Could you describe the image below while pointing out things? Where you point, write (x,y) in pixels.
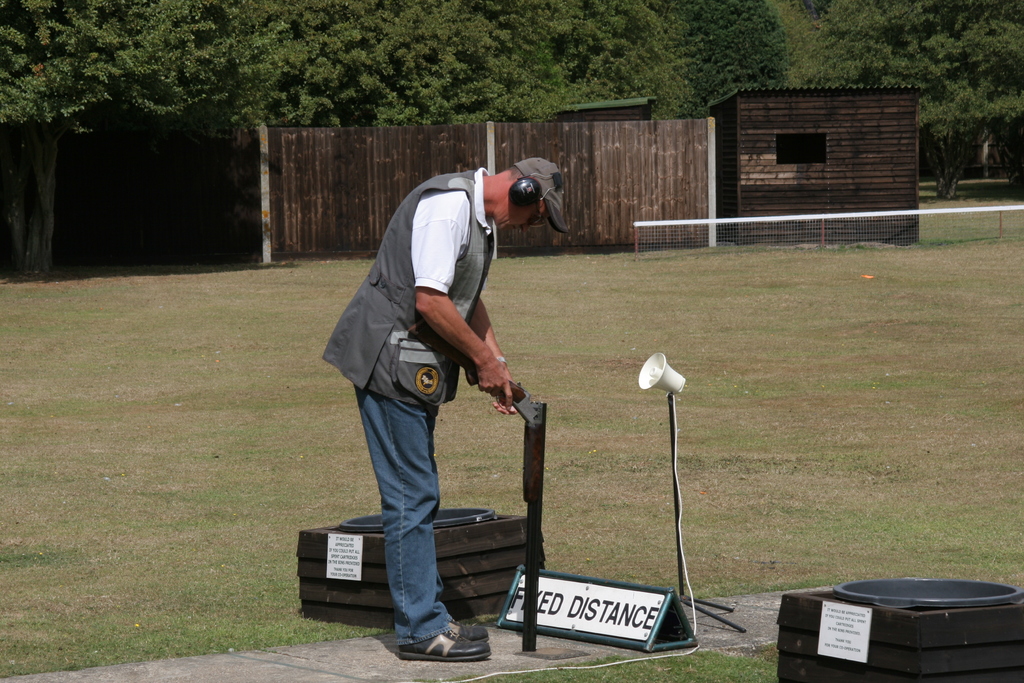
In the foreground (534,570) I can see a person (529,192) is standing on a path (344,657) and is holding a gun (526,540) in hand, metal rods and a board (547,610). In the background (381,178) I can see a fence (658,193), house (762,171) and trees (645,26). This image is taken may be during a day on the ground (315,445).
